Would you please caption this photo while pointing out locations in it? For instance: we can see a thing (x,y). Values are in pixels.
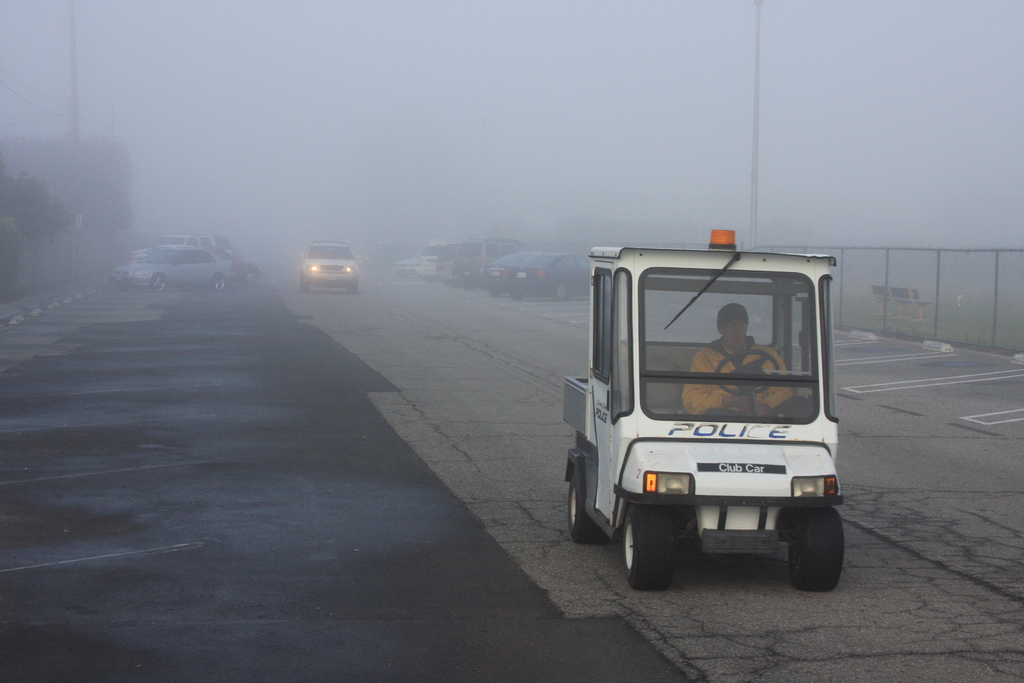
In the picture we can see a road (382,508) on it, we can see a police cart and a man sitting inside it and driving and behind it, we can see a car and beside it, we can see some cars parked and beside it, we can see a pole (72,123) and some plants (20,223) and in the background (290,192) we can see a sky (467,211) with full of fog (467,211).
